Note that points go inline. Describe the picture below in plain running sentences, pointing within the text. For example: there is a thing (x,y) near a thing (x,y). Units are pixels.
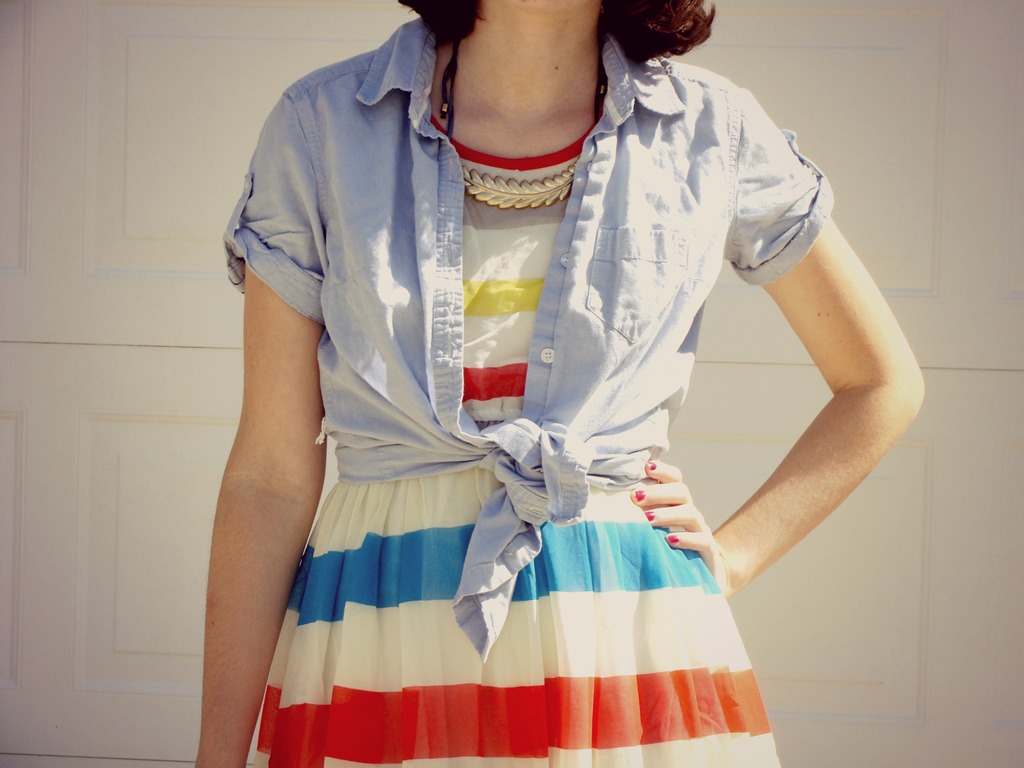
In the foreground of this image (444,645), there is a woman (444,617) standing and wearing light blue shirt (357,221) over a white dress (505,710) and she tied the edges (550,473) of the shirt (547,474) to her waist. In the background (139,429), there is a white wall (106,443).
